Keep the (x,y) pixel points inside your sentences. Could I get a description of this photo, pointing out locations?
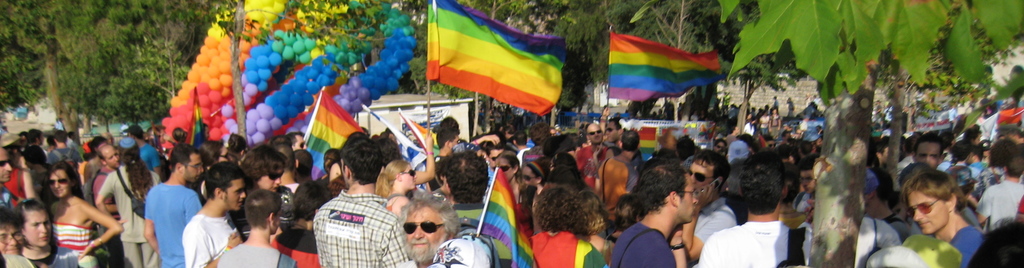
In the picture we can see group of people (468,201) standing, some of them are holding flags (329,110) in their hands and in the background of the picture (327,80) there are some trees (85,86), balloons (370,75).
